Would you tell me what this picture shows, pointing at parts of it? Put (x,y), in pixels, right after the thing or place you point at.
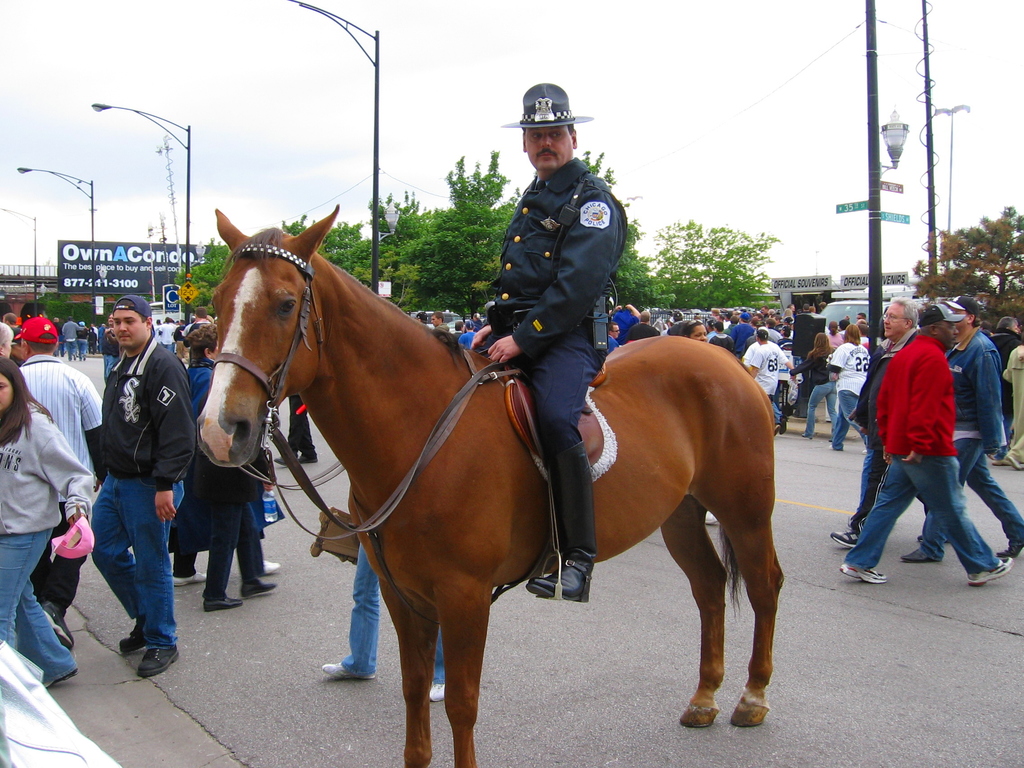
In this image there are group of persons (872,355) who are walking on the ground (806,518) at the middle of the image (599,321) there is a person (514,227) sitting on the horse (483,422) and at the background of the image (327,199) there are trees (450,219) and sky (594,137).
